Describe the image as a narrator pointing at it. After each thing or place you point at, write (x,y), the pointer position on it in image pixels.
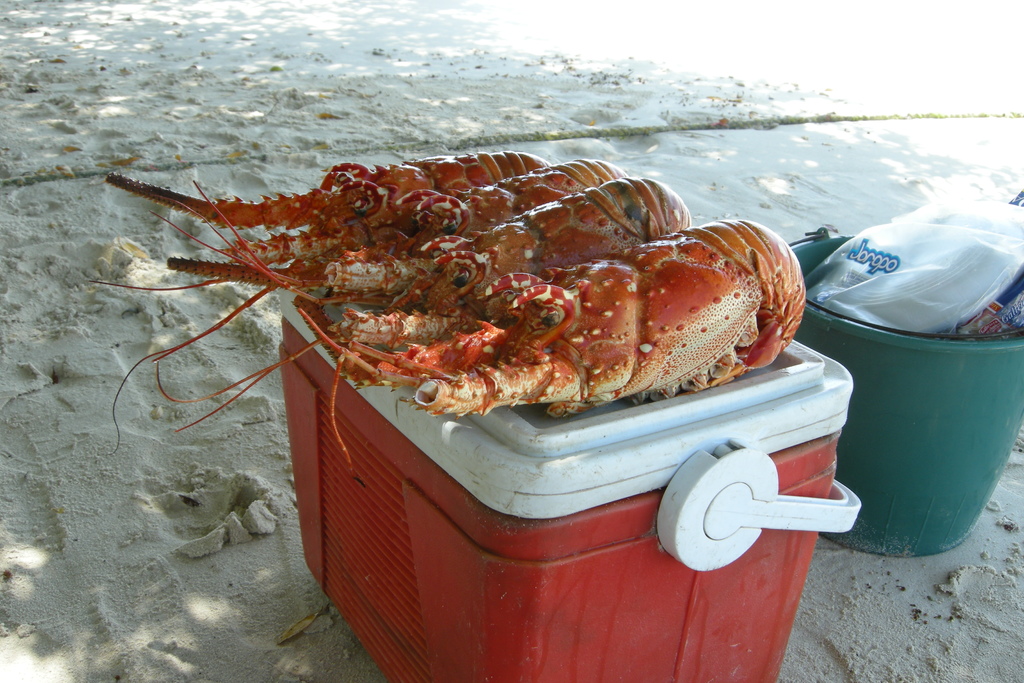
In this image I can see the lobsters (526,349) which are in red and brown color. These are on the red and white color box (616,508). To the side I can see the bucket (913,453) and some objects (883,277) in it. These are on the sand (27,74).
